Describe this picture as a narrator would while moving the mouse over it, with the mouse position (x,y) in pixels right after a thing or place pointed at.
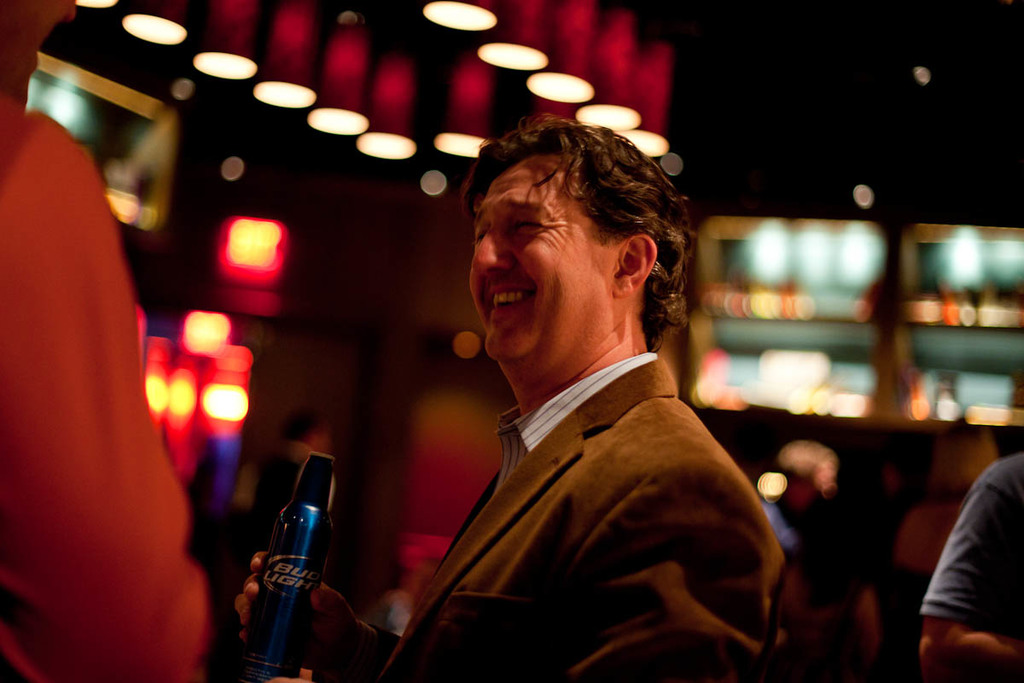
In this image I can see a person (576,466) standing and holding a bottle (301,586) in his hand (318,618). There are lights (206,342) and the background (935,479) is blurry.
